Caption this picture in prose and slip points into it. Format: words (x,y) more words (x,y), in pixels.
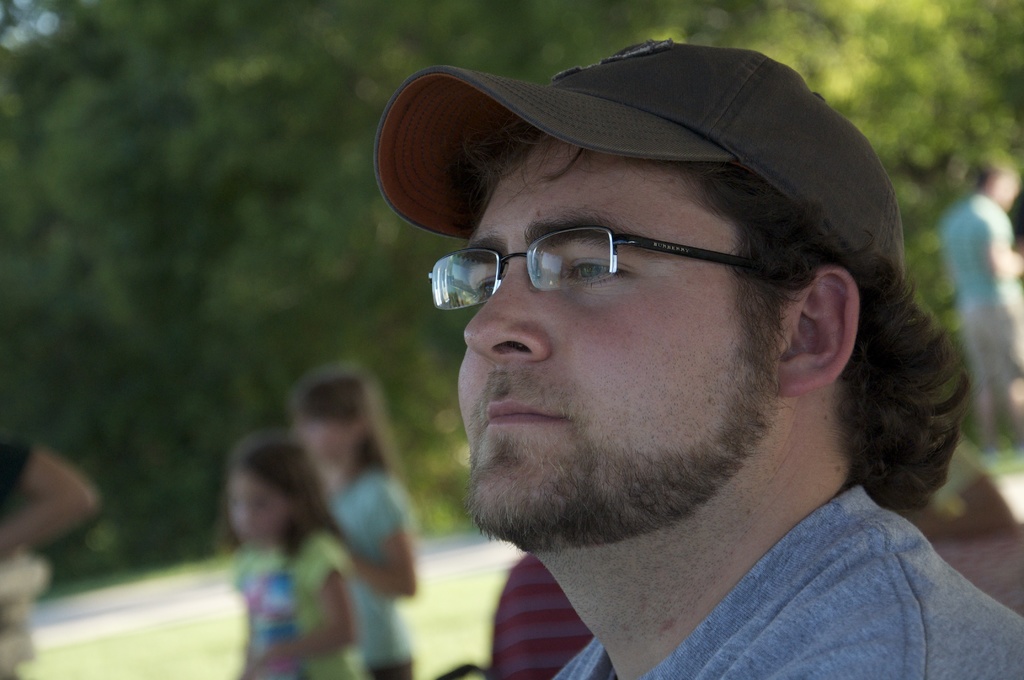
In this image we can see a man (521,151) wearing a cap (571,115) and spectacles (566,247) and there are some people (992,187) and we can see some trees (71,226) and in the background (71,226) the image is blurred.
